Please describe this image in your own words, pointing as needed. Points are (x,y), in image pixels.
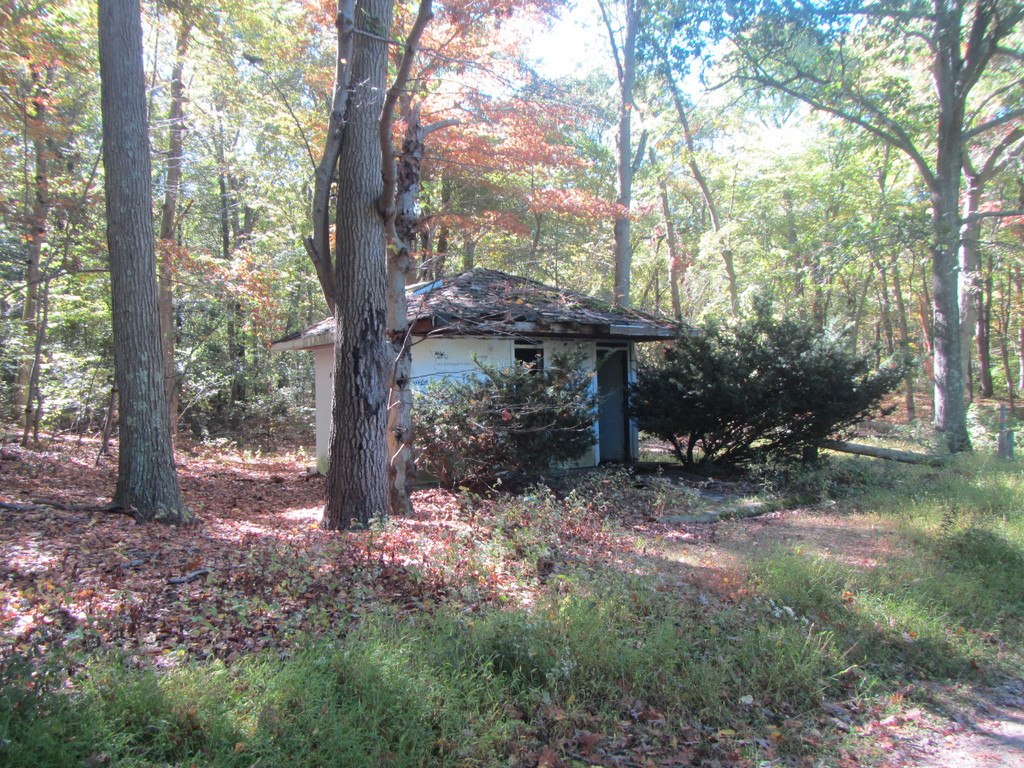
In this picture we can see a house (481,286), grass (525,533) and in the background (669,250) we can see trees (381,214).
